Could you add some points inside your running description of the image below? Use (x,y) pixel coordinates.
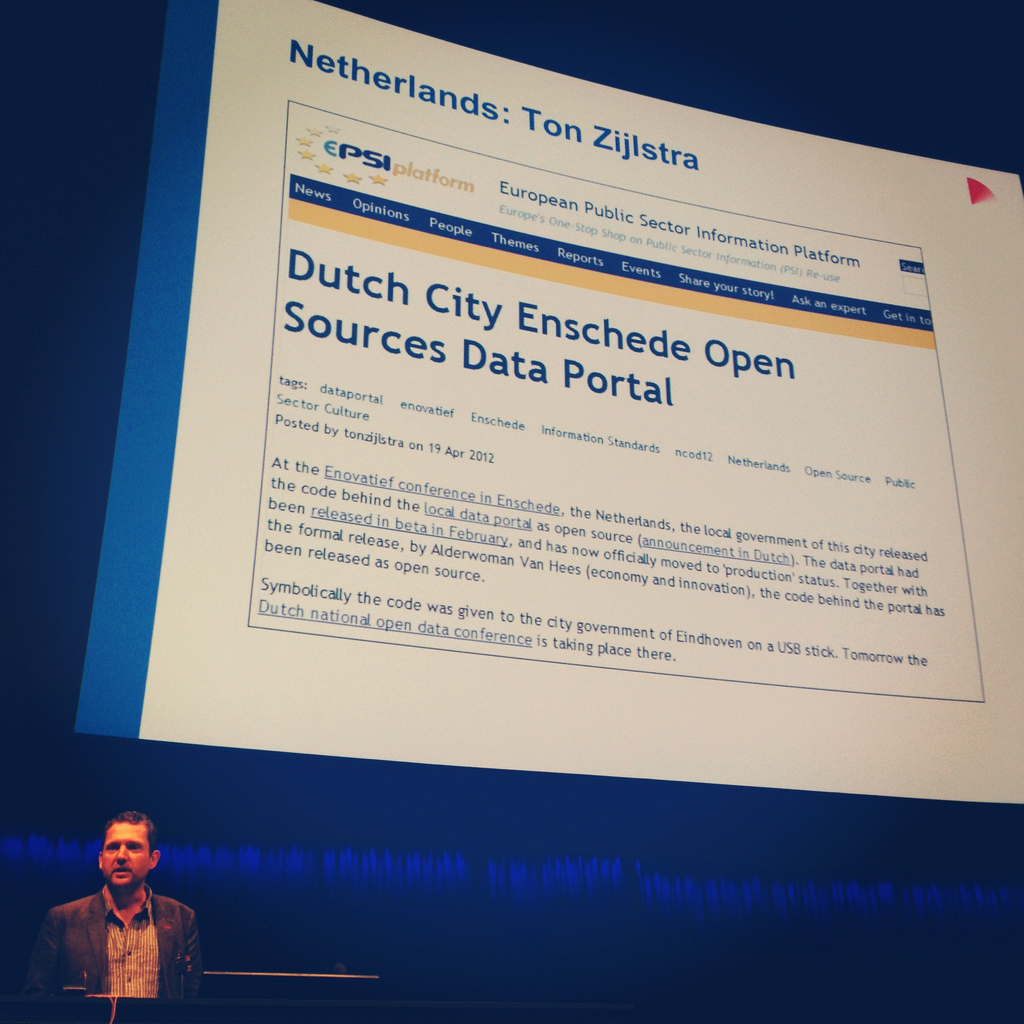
In this image, we can see a person (97,930) who is wearing clothes (142,911) and at the back of the person (139,892) there is a projected screen (705,548) with some text (343,507) written on it.
